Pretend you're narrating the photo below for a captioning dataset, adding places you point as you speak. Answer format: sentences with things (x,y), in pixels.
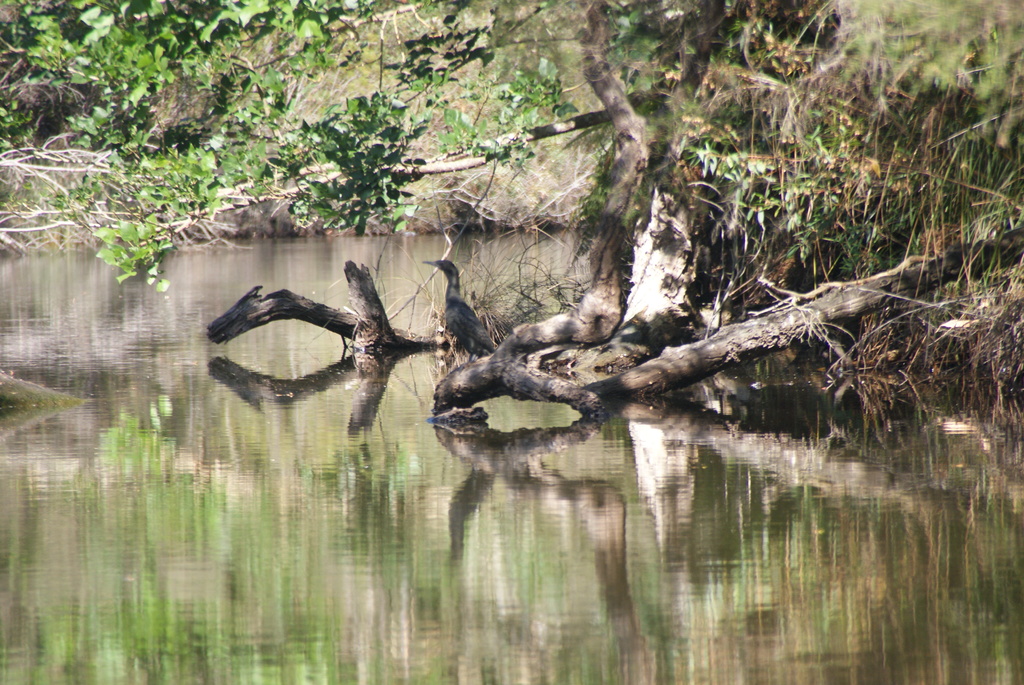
In this image we can see a bird (458,318) on the branch (485,377) of a tree (508,349). We can also see a water body (417,546), some plants (935,185) and a tree (650,239).
